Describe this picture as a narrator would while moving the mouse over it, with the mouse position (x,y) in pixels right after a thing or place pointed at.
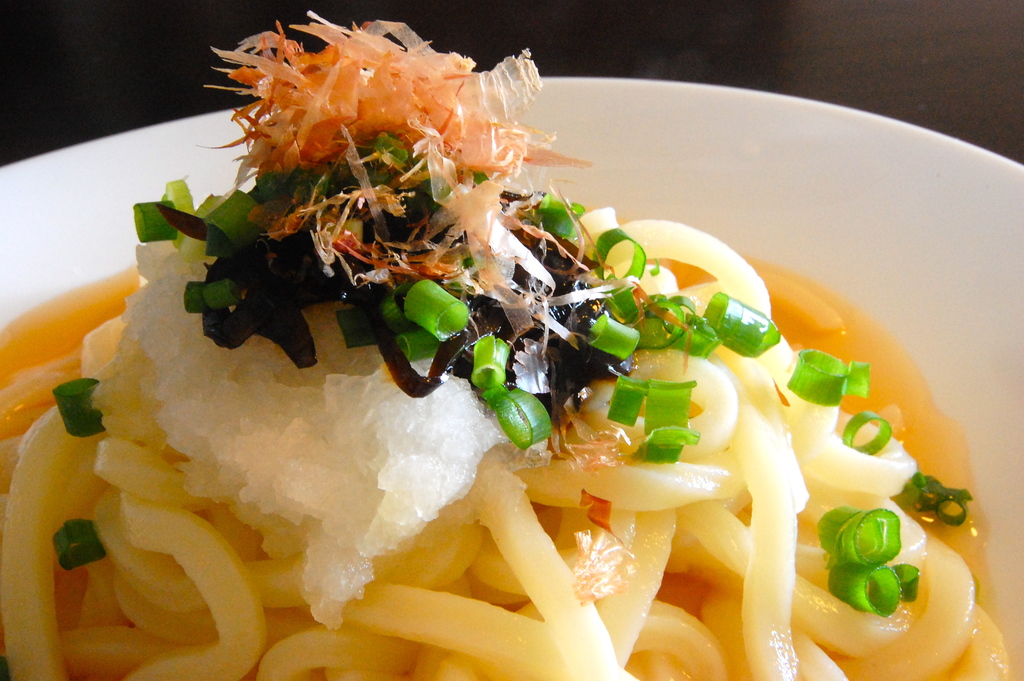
In this image, we can see food (745,351) on the plate (868,298).
